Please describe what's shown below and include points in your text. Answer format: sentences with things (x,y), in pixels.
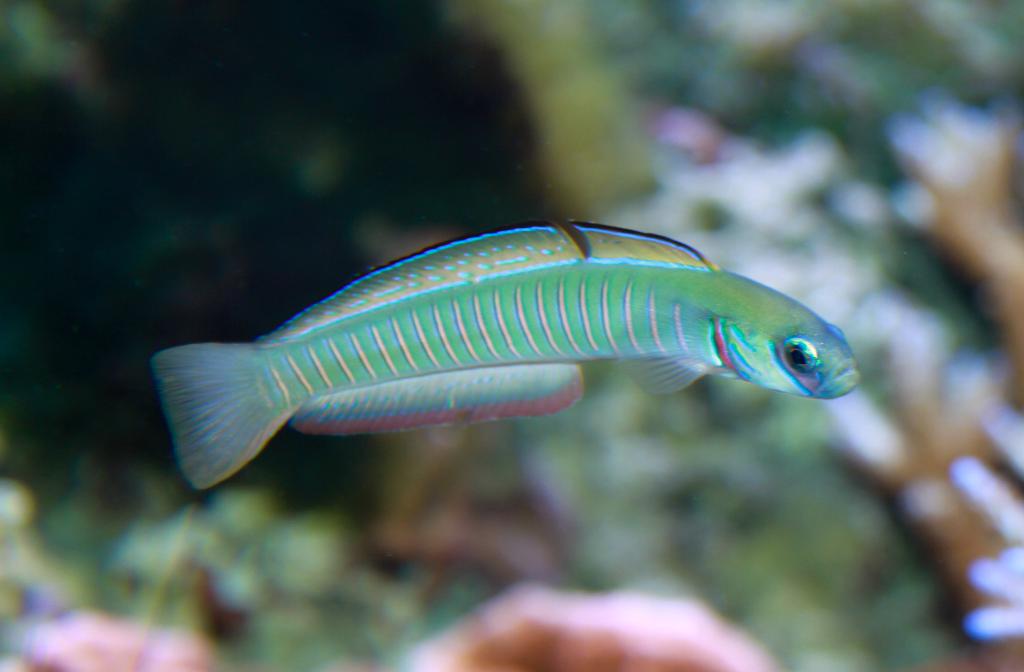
In this image we can see the fish (553,326) with blur background (956,32).
